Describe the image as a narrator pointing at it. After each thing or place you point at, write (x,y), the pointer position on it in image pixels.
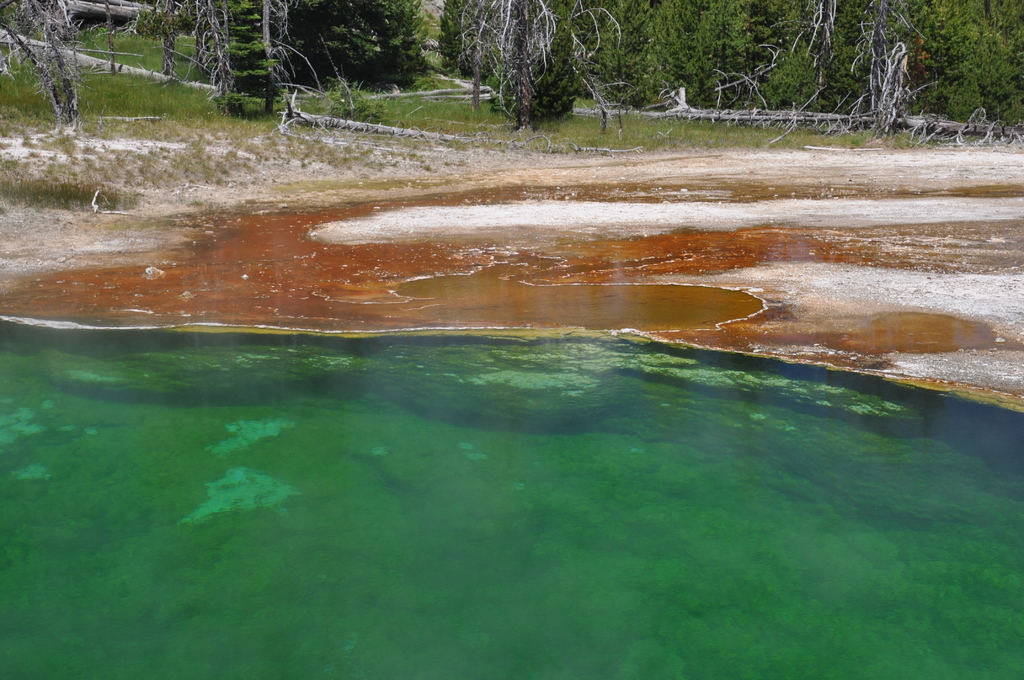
In this picture we can observe some water (283,408) which is in green and brown color. In the background (434,65) there are trees (345,51) and some grass (155,88) on the ground (138,84).
